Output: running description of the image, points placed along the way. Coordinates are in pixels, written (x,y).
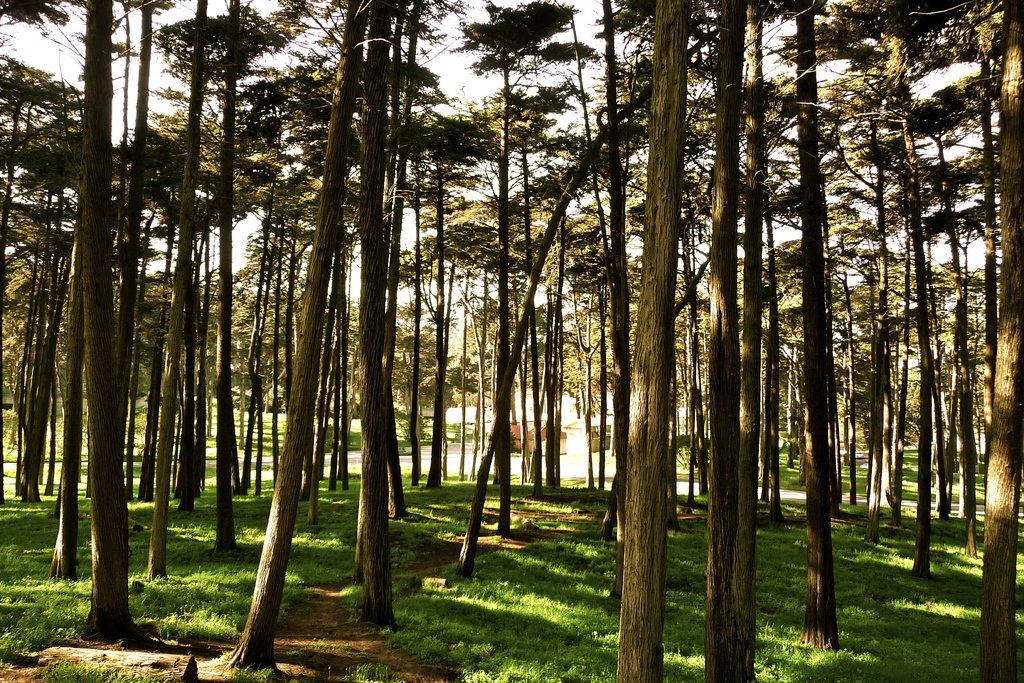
This picture is clicked outside. In the foreground (342,560) we can see the green grass (224,575). In the center (627,324) we can see the trees (515,324). In the background (439,70) we can see the sky (466,70) and some other objects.
